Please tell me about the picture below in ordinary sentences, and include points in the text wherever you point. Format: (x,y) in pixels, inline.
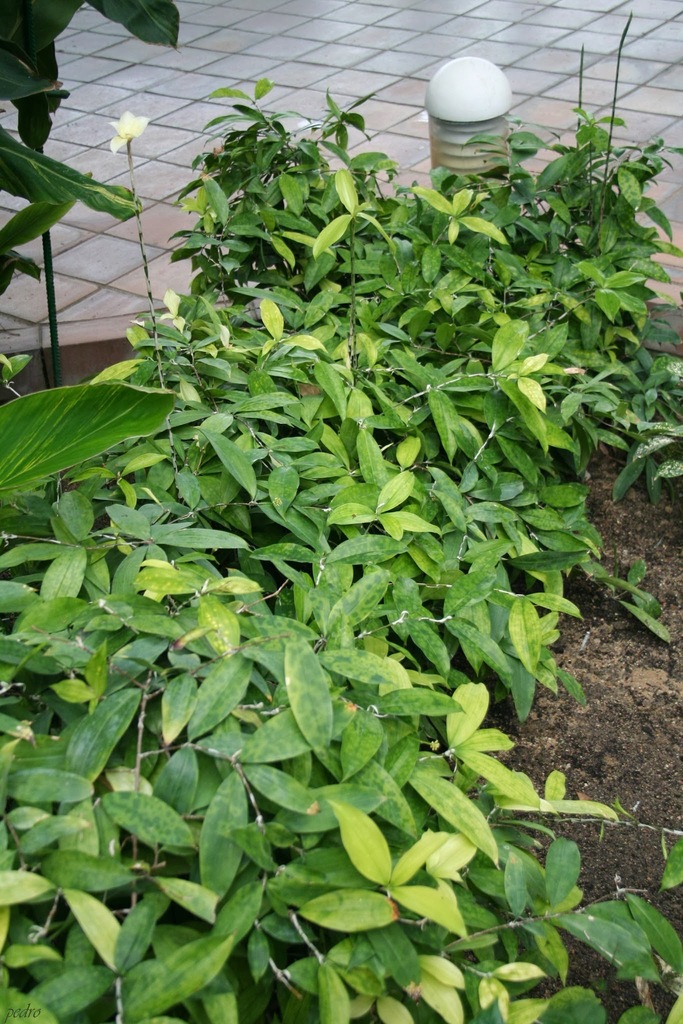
In the foreground of this image (310,638), there are plants (372,680) and it seems like a lamp (483,113) behind it and at the top (417,23) there is the floor (385,26).
